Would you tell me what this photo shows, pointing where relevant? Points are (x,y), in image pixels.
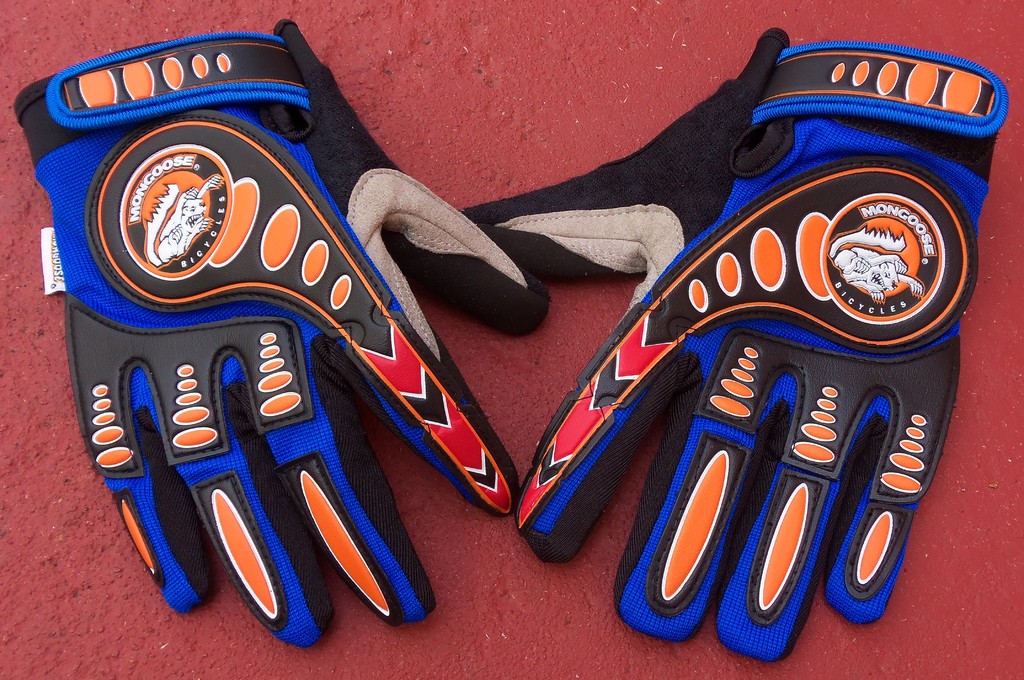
In this picture we can observe a pair of gloves (747,259) which are in blue, black, red and orange colors. These gloves (524,199) are placed on the red color surface (507,520).
